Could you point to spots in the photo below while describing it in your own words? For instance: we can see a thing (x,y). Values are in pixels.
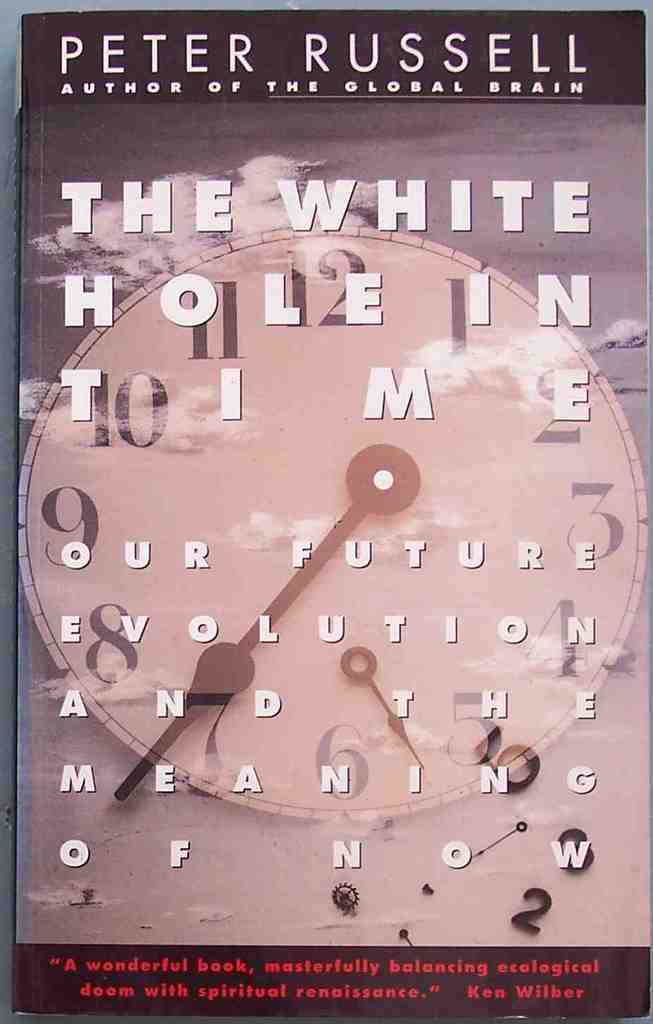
In the image we can see a book (42,639) and this is a front page (266,136) of the book (311,118). This is a printed text (270,284), clock (290,424), and a sky (231,156).
